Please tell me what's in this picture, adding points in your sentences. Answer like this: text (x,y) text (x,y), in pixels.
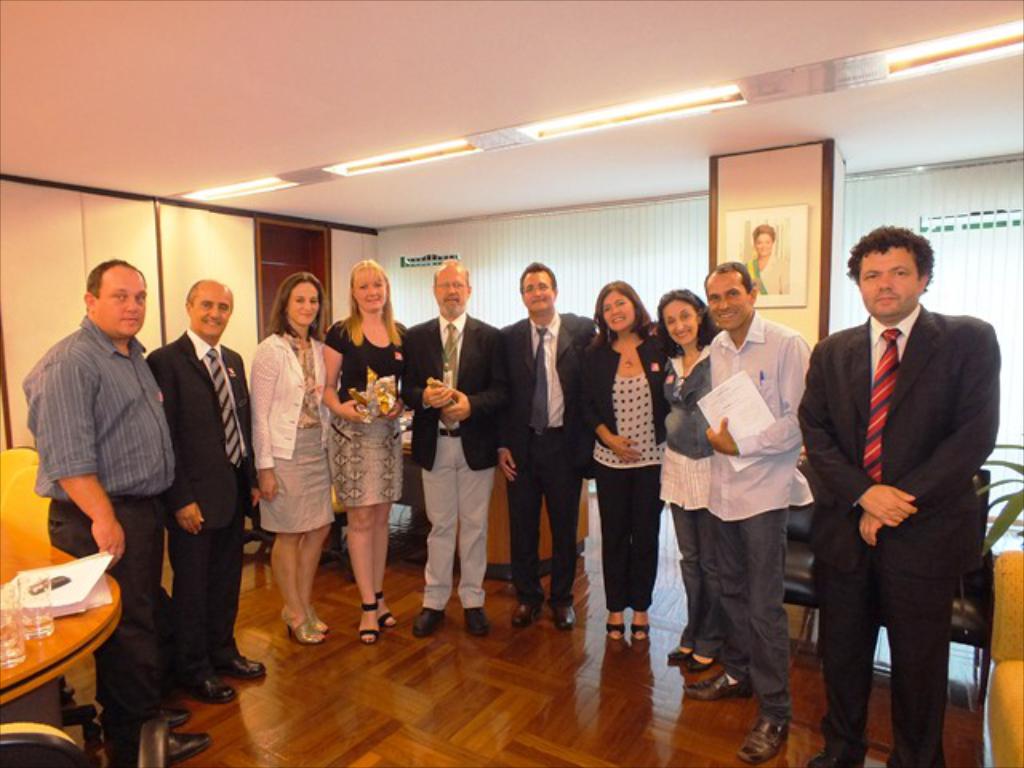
In this image in the center (493,404) there are some people (98,390) who are standing and some of them are holding some things (748,428), and on the left side (65,620) there is a table (66,647). On the table (56,631) there are some two glasses (44,621) and some papers (82,601), and on the right side (969,617) there are some chairs (993,567) and plants (1000,529) and in the background (56,289) there is a wall (140,217) doors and a photo frame (775,243) on the wall (750,196). At the top (348,100) there is ceiling (848,100) and lights (574,125), and at the bottom (337,563) there is a wooden floor (472,703).
